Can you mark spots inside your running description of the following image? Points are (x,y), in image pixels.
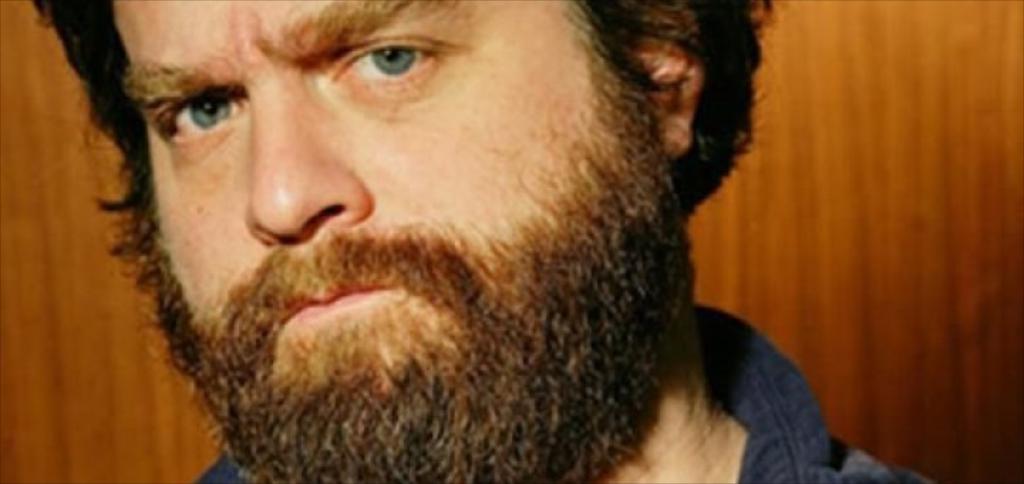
In this image we can see a person (449,187).
